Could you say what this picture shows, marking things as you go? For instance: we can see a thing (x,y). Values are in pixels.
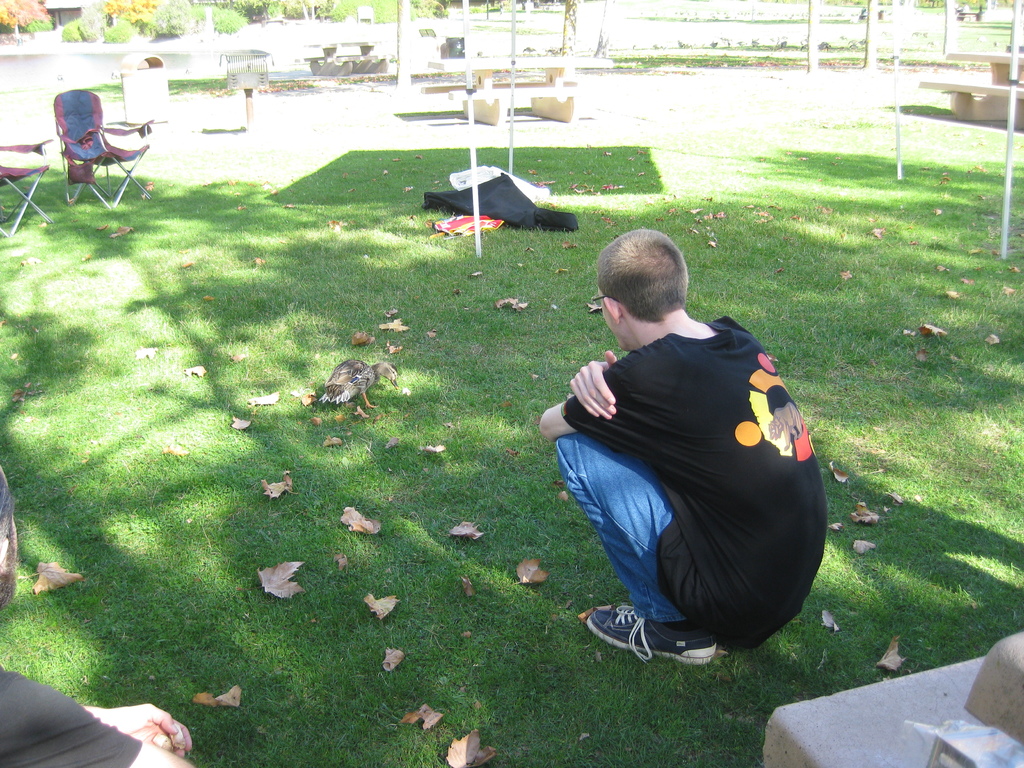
This is an outside view. Here I can see a man (676,498) is wearing black color t-shirt (675,507), sitting on the ground (405,366) and looking at the bird (348,383) which is in front of him. Here I can see the green color grass (148,544) and some leaves (270,487). On the left corner of the image (65,737) I can see another person (106,728). In the background (97,170) there is a table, chair (90,158), road (283,104), poles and trees (216,20).
